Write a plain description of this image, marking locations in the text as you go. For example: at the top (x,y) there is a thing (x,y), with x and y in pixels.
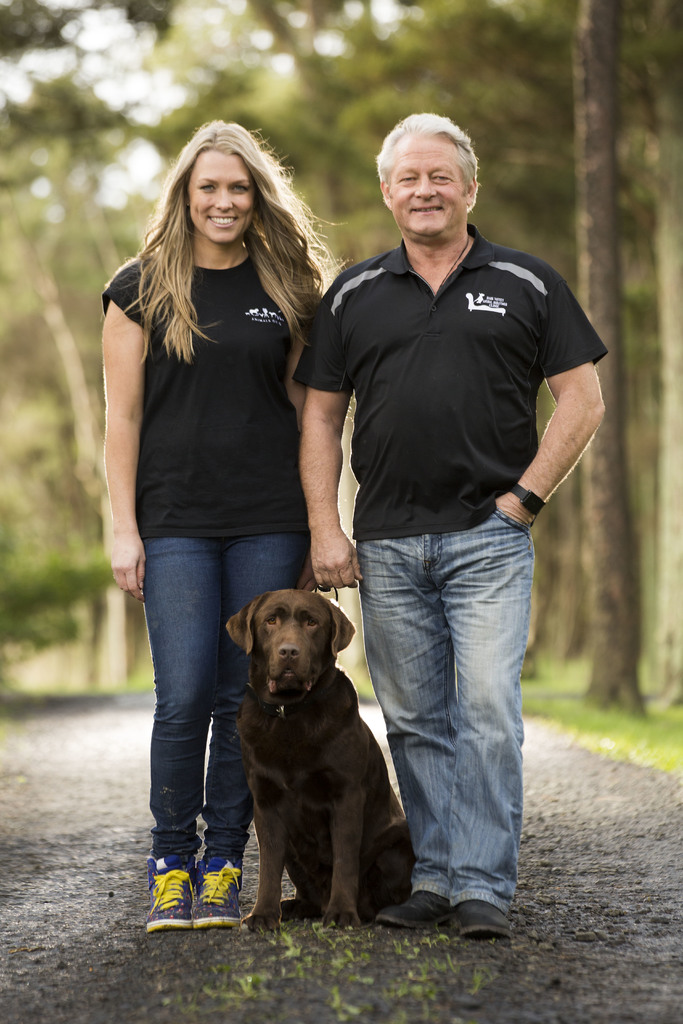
In the picture we can see a man (467,544) and woman (209,639) standing on the path (117,701) with a dog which is sitting on the path (582,782) and they are wearing a black T-shirts (520,355) and smiling and in the background (119,671) we can see trees (100,619).
